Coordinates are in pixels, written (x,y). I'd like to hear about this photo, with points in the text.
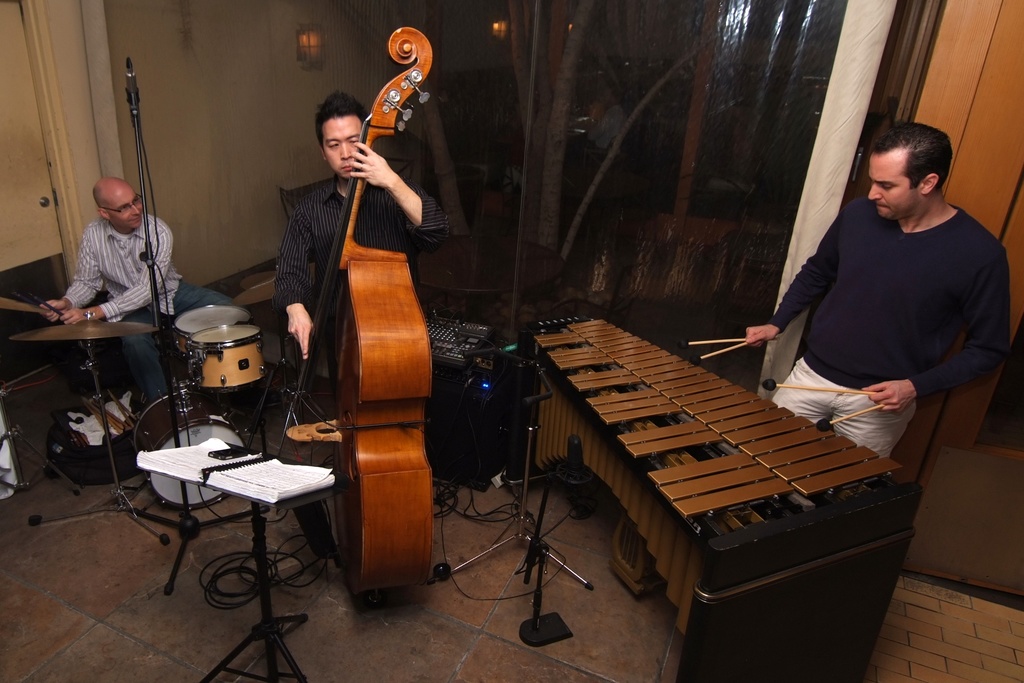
There are three people (335,218) in the image. The person (817,275) at a right side (879,335) is standing and playing a musical instrument (710,426). The person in the middle (395,286) is standing and playing double bass instrument (349,378). The person (105,186) at the left (141,273) is sitting and playing drums (71,339). this is a book holder (267,621) with a stand (269,594). At background (302,104) I can see a lamp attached to the wall (272,56).
